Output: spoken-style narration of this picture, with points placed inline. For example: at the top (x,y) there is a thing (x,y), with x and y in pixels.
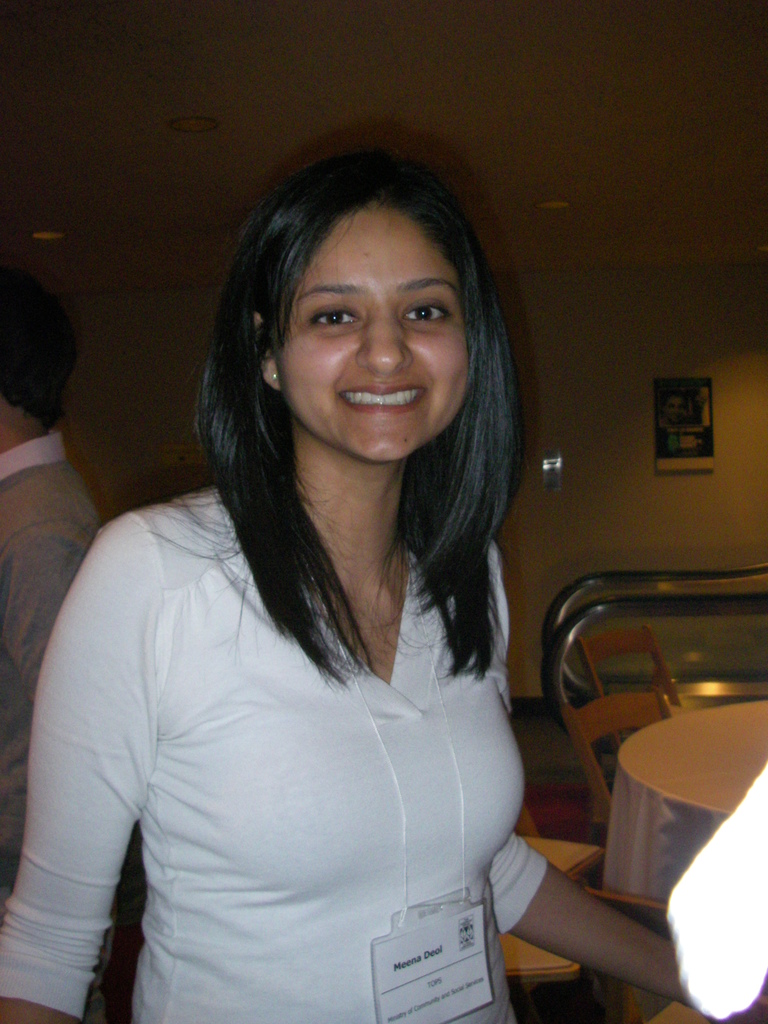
this picture is mainly highlighted with a women (384,469) wearing a id card (439,978) and a white full length sleeves tshirt (197,775). On the background (694,291) we can see a wall (668,336) and also a photo frame (673,405) over it. At the left side of the picture (67,580) we can see a human (26,711). This is a table (668,744) and a chair (655,645).
